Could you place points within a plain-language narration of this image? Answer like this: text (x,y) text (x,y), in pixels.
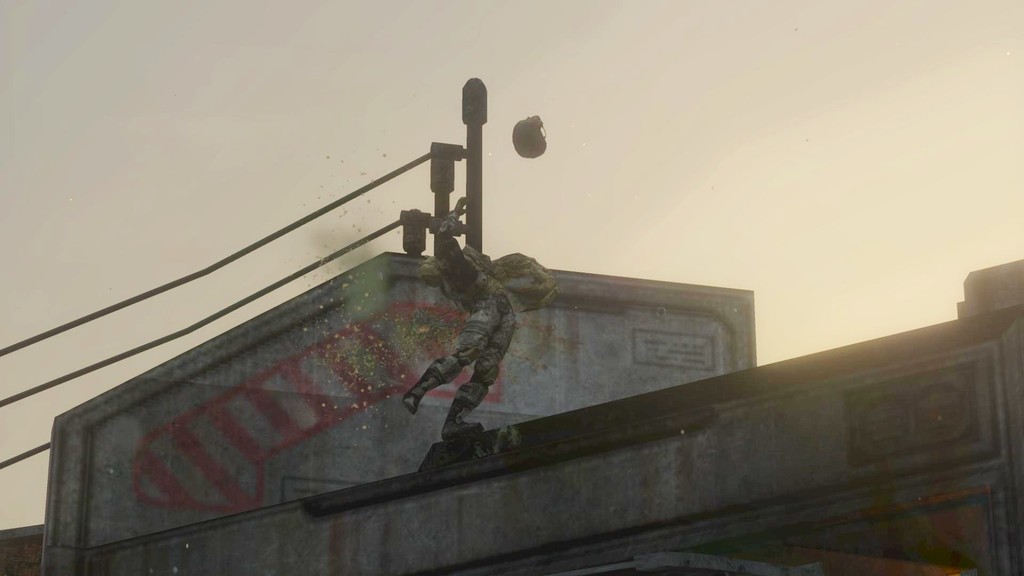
In this image we can see the top of the building (875,449). There is a pole (437,212) and few cables (360,189) are connected to it. There is a sky (864,149) in the image.
